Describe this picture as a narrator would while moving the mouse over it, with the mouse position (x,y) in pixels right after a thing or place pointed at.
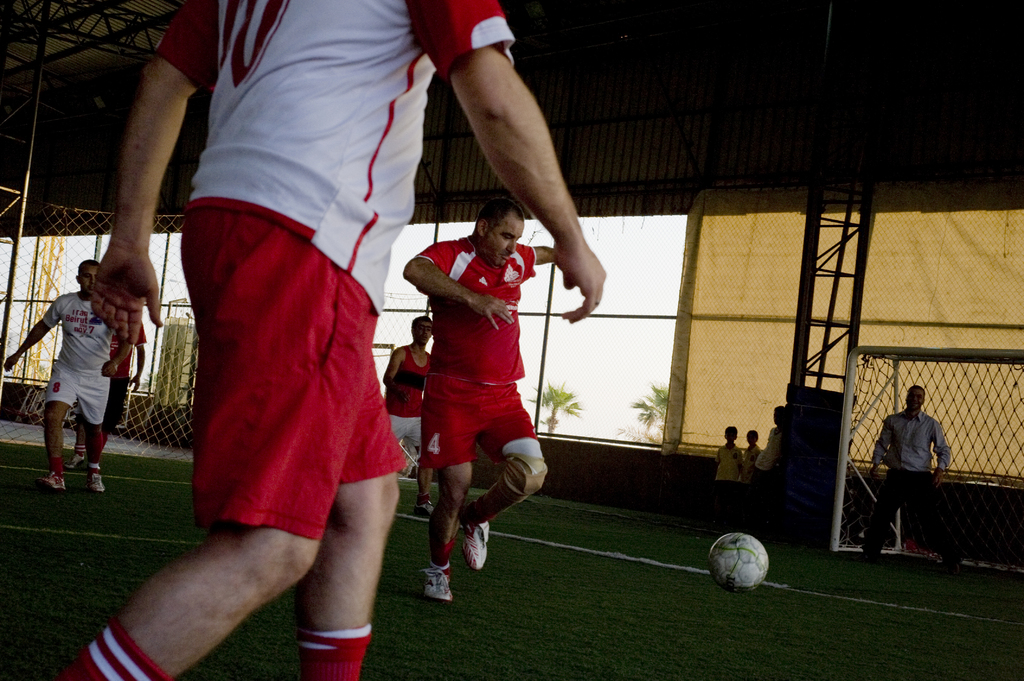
In this image I can see few persons (295,541) playing football. I can see the ball (736,554). I can see football net (1003,504). In the background (642,438) I can see two trees (641,408). I can see the fencing (657,446).
